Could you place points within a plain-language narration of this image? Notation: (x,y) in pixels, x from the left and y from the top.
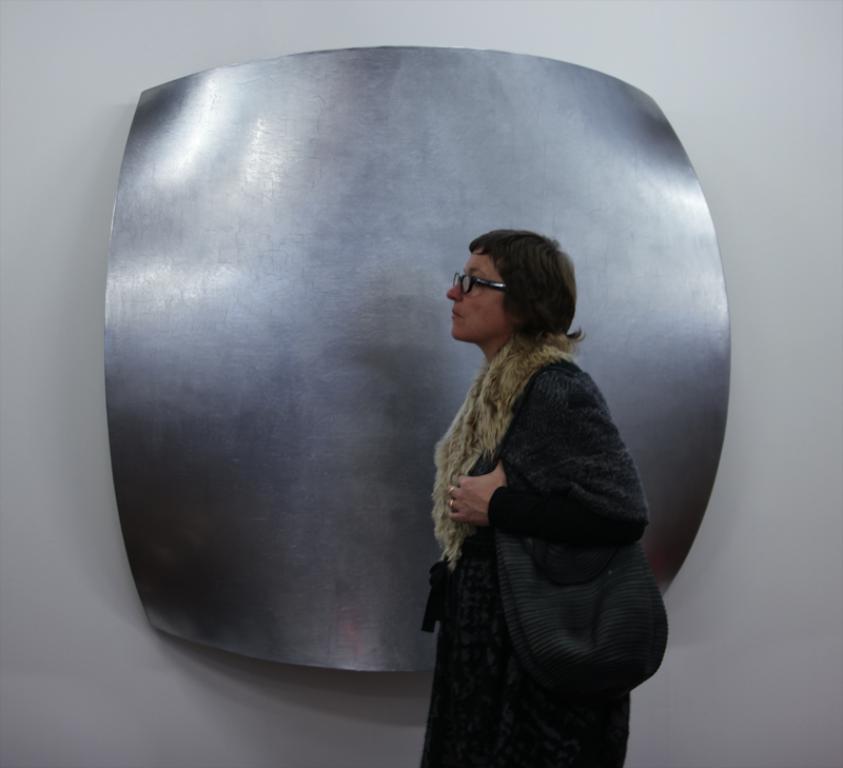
In this image, we can see a woman (548,398) is wearing a bag (564,551) and glasses (470,280). Background (349,477) we can see a metal sheet (388,472) and white wall (50,544).
